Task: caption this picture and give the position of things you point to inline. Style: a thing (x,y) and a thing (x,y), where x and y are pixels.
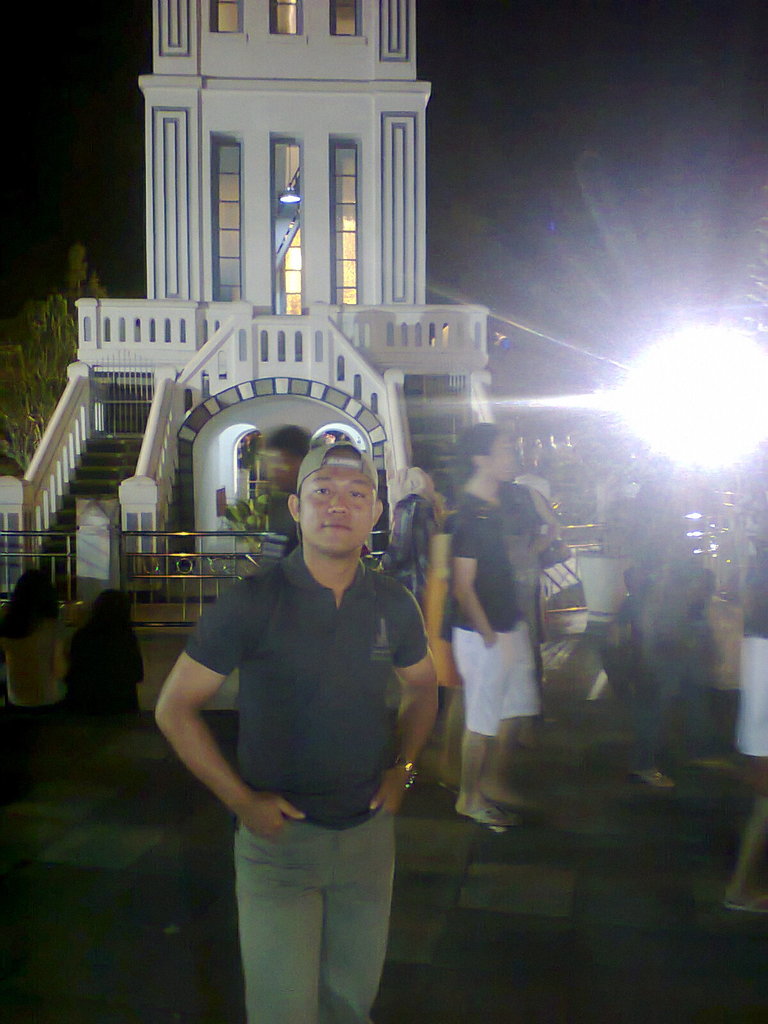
This image consists of many people (340,1010). In the front (308,805), the man (308,805) standing is wearing a T-shirt (384,739) and a cap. In the background (262,400), there is a building (168,246) in white color. On the right (703,441), we can see a light (659,406). In the background (50,326), there are trees (41,329). At the top (620,117), there is sky (692,94) in black color.
